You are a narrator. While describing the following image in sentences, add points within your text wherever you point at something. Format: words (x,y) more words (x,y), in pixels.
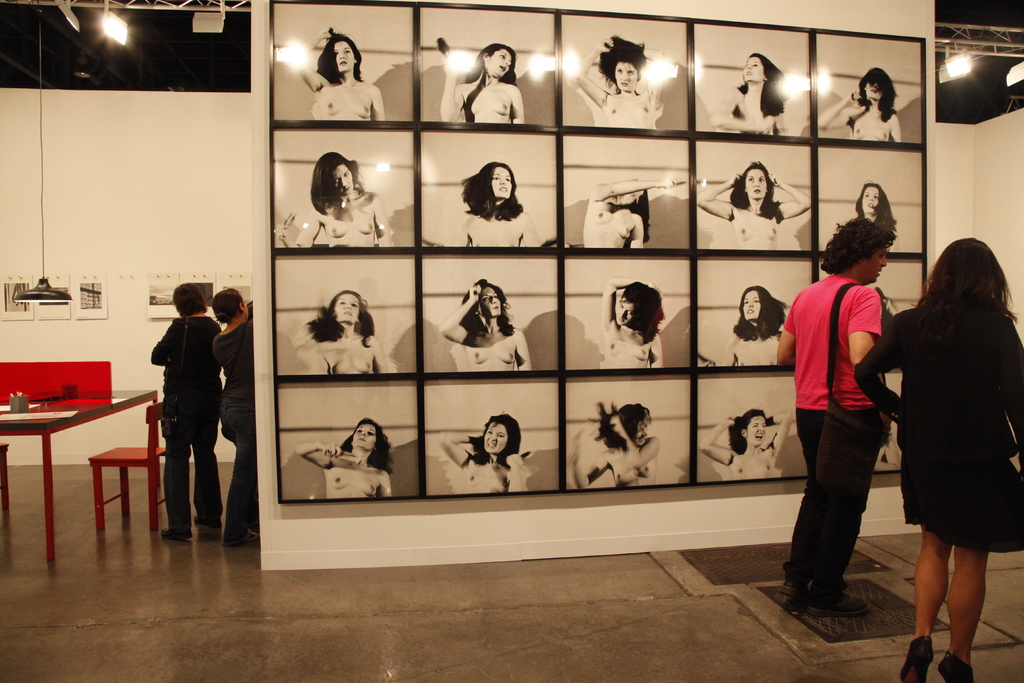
On the right side (932,404), there are two persons (940,338) on the floor (984,633). Beside them, there are photo frames (425,90) attached to a white wall (827,22). On the left side (233,504), there are two persons (201,354). Beside them, there is a chair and a table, on which there are some objects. Above this table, there is a light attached to the roof (52,79). In the background (100,19), there are lights (112,22) attached to the roof (176,22) and there are posters (157,286) pasted on a wall (152,197).
